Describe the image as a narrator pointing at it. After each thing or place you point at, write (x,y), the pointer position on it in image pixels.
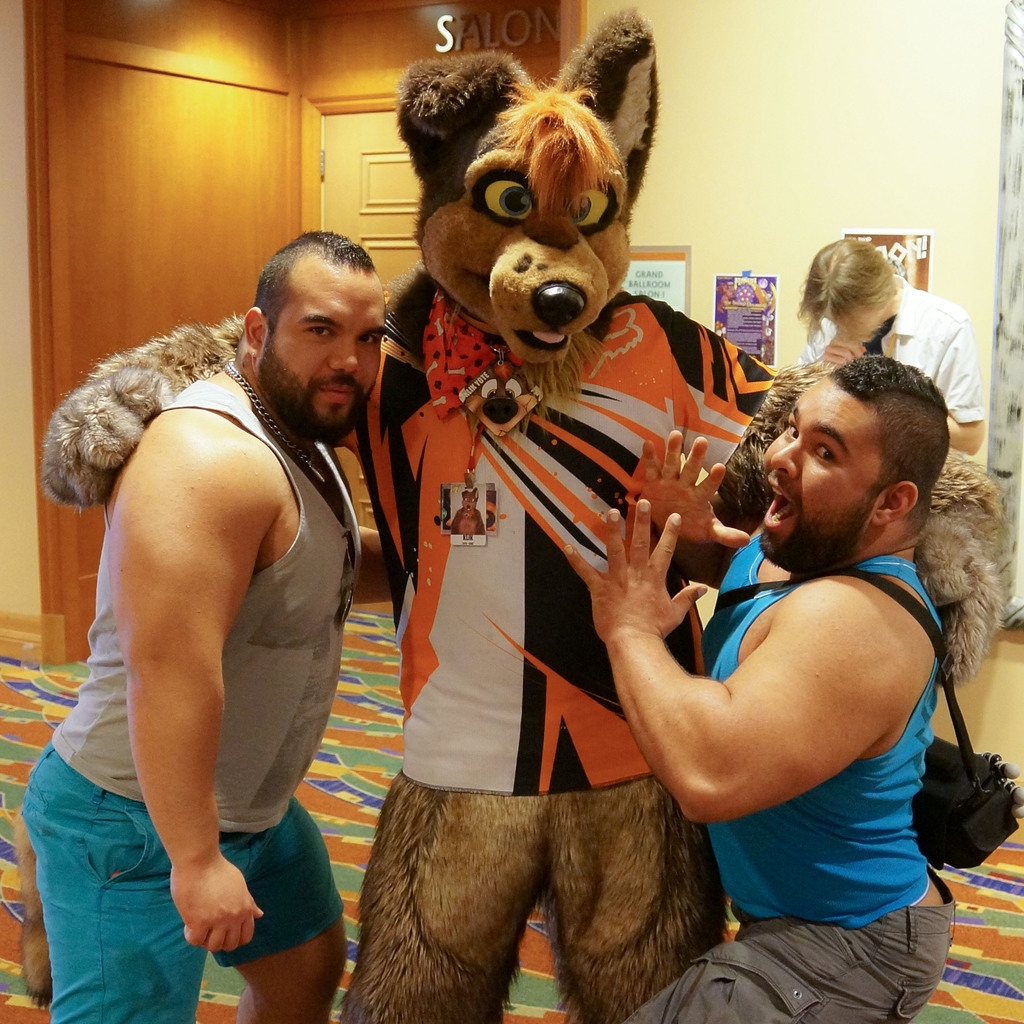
In this image there is a person (494,779) standing in different costume (509,535), beside the person (483,338) there are two persons (276,690) standing with a pose, behind them there is another person (876,342). In the background (763,292) there are few posters (775,279) are hanging on the wall (840,90) and there is a door (392,163).
